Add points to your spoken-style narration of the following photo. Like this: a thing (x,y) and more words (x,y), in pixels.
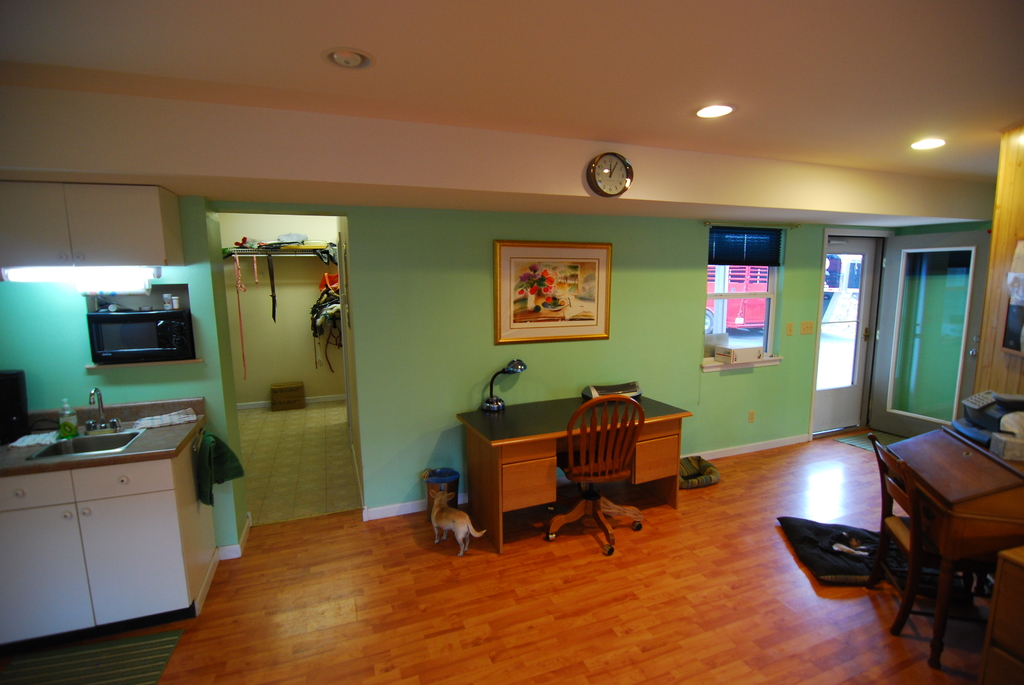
In this image I can see a cabinet (125,501), wash basin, study table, chair (587,495) and a dog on the floor (675,561). In the background (550,263) I can see a wall painting (529,335) on the wall (739,397), window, doors (898,364) and oven (160,352). On the top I can see a clock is mounted. This image is taken in a house (495,643).
